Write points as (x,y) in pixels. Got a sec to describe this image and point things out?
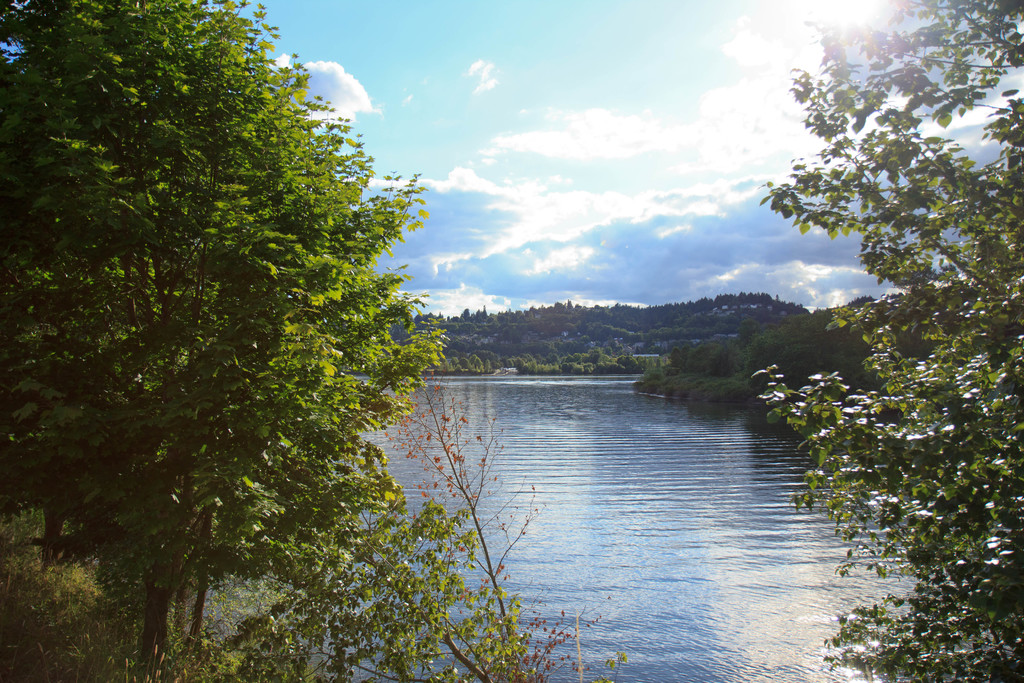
In the center of the image (553,444) there is a lake (565,462). On the left side of the image (95,437) there are trees (161,536) and plants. On the right side (930,600) there is a tree (951,587). In the background (838,341) there are many trees (604,339), buildings (733,308), sky (627,67) and clouds (500,222).
